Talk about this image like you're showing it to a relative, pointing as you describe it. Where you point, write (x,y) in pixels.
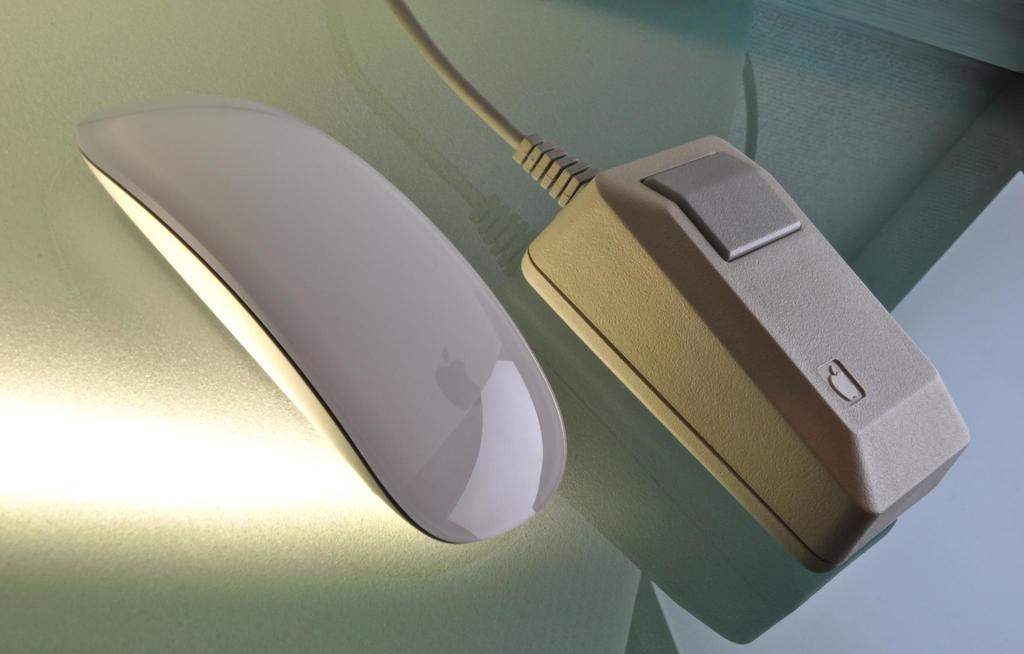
In this image we can see some electronic gadgets (469,328) placed on the glass (544,539).
